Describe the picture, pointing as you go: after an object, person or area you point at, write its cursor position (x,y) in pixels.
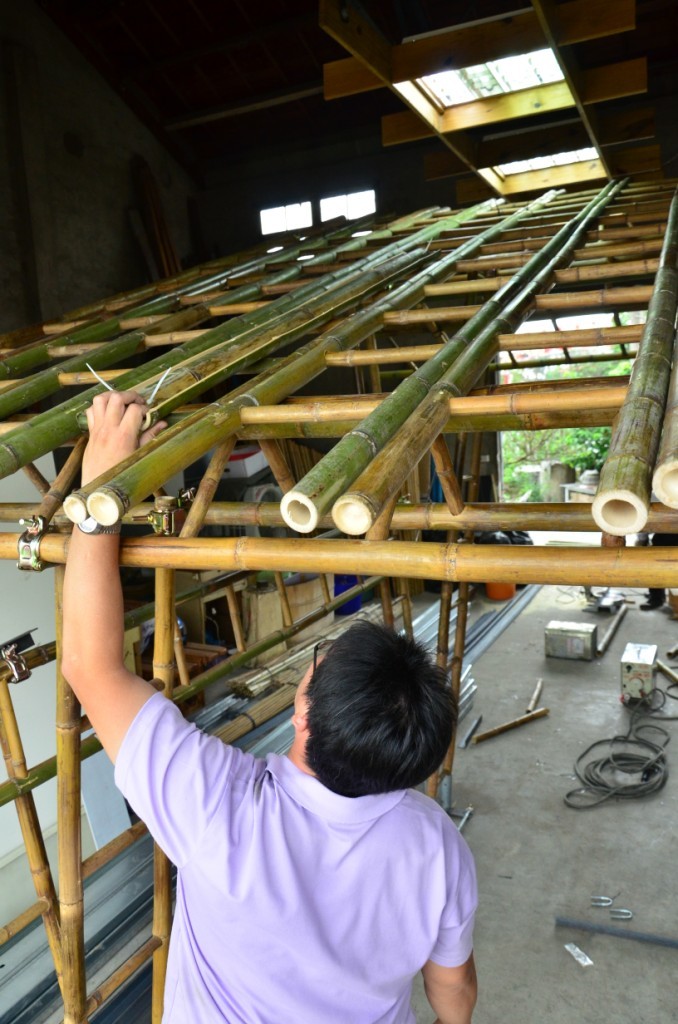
In this image I can see a person (253,852) holding a bamboo stick (157,405) in his hand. I can see the floor (502,698), few bamboo sticks (378,395), few objects (650,765) on the floor (585,723), the shed (50,248), the ceiling (180,105) and in the background (573,454) I can see few trees (573,454).
